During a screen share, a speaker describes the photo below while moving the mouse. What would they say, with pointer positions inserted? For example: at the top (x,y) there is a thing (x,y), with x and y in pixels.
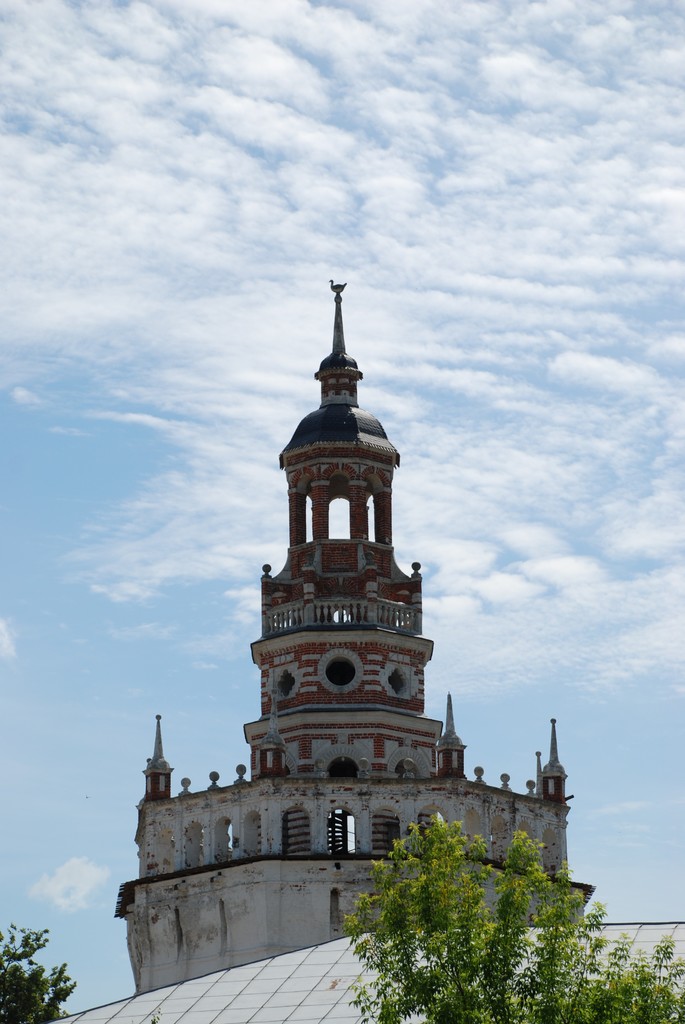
In this picture I can see few trees (38,936) in front (19,968) and in the middle of this picture (286,470) I see a building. In the background (114,631) I see the cloudy sky (539,385).
